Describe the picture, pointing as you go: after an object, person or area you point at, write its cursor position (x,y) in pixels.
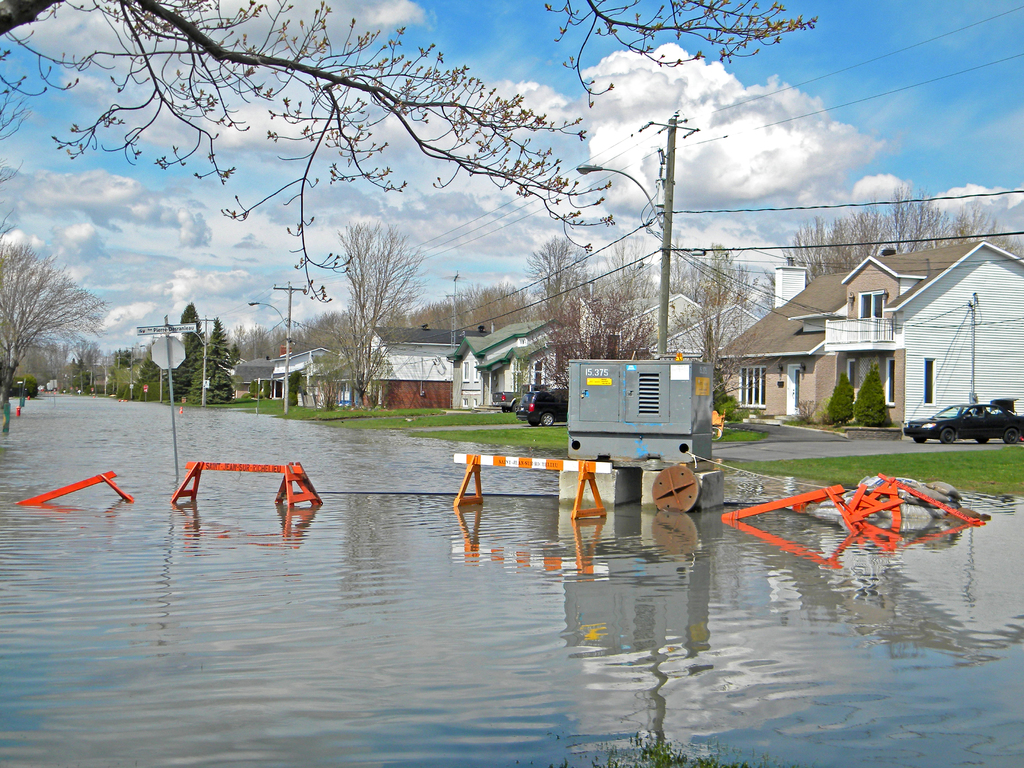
In the image we can see there are many buildings (880,363) and these are the windows (762,368) of the building (772,380), this is a grass (979,465), vehicle (965,419), road (836,436), electric pole (670,228), electric wires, trees (334,266), water (418,652) and a cloudy sky (806,142). We can even see a light pole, there are objects (537,467) in the water (831,524).
